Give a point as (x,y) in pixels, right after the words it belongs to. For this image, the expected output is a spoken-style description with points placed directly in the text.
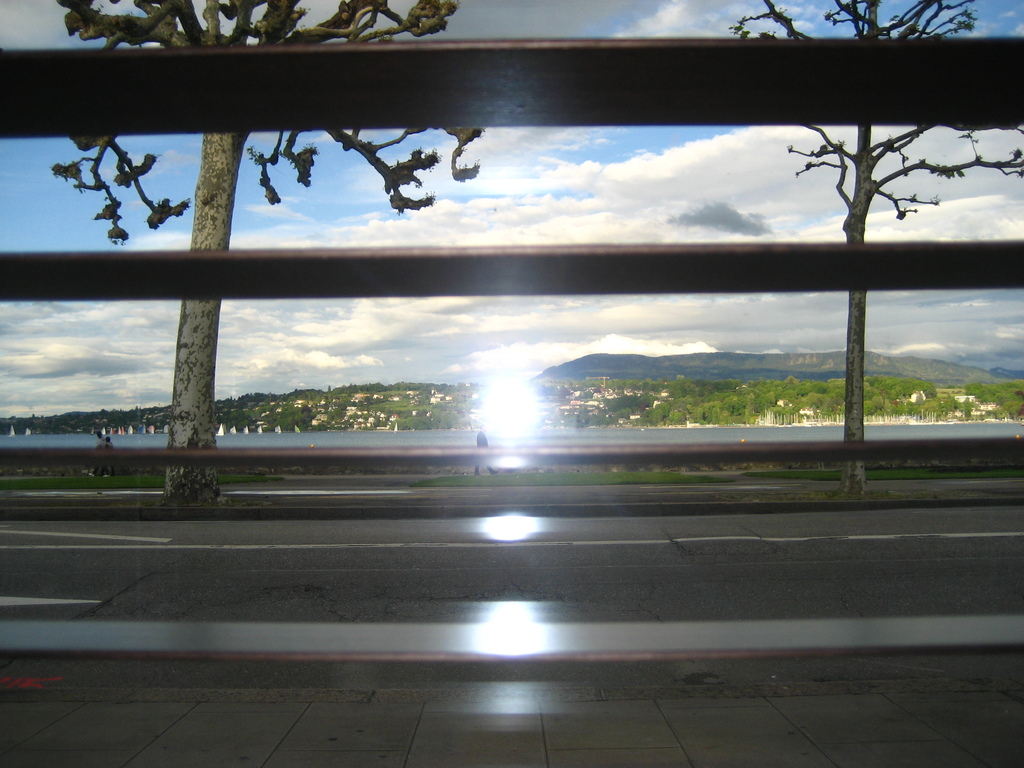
In this image I can see fencing (390,112) in the front (394,100). In the background (204,582) I can see a road (317,556), number of trees (22,420), clouds (706,210) and the sky (288,173). I can also see sun rays (487,702) in the centre of this image (506,379).
